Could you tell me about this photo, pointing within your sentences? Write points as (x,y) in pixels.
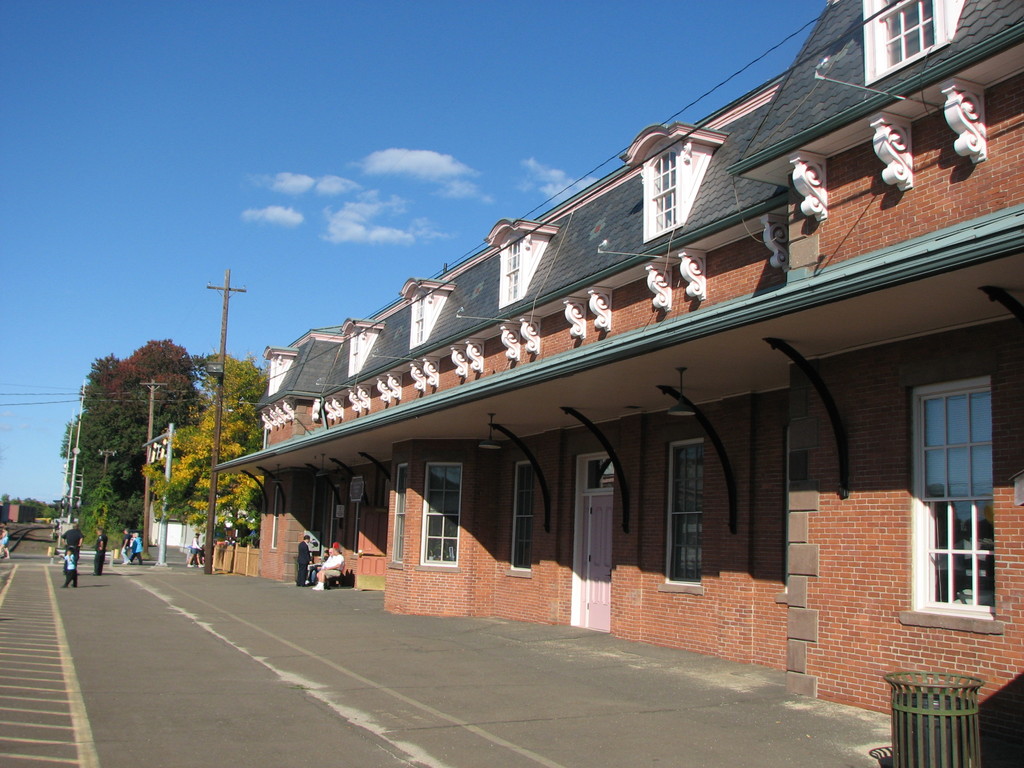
In this image there are group of people (69,564) standing, a person (314,589) sitting on the bench (336,580), building (282,550), road (267,588), poles (171,427), trees (250,543), sky (214,265).
